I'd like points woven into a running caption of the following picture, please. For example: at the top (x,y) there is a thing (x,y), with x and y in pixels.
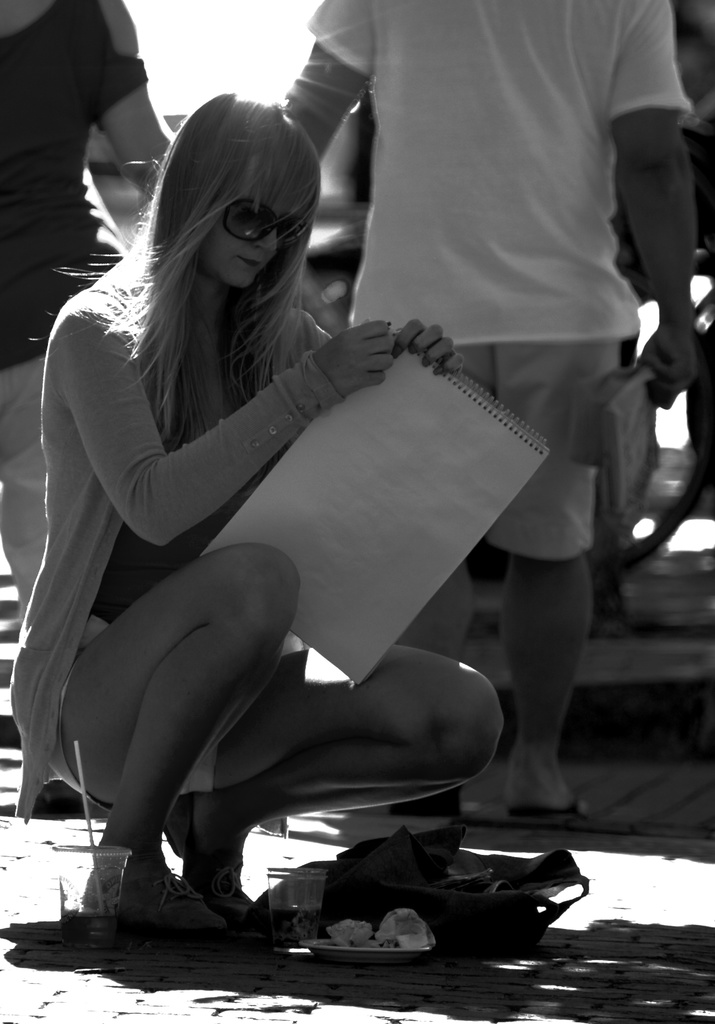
In this picture I can observe a woman (242,572) in the middle of the picture (252,598). I can observe glasses (277,891) placed on the ground (74,962). In the background (11,147) I can observe two members (36,173). This is a black and white image.
